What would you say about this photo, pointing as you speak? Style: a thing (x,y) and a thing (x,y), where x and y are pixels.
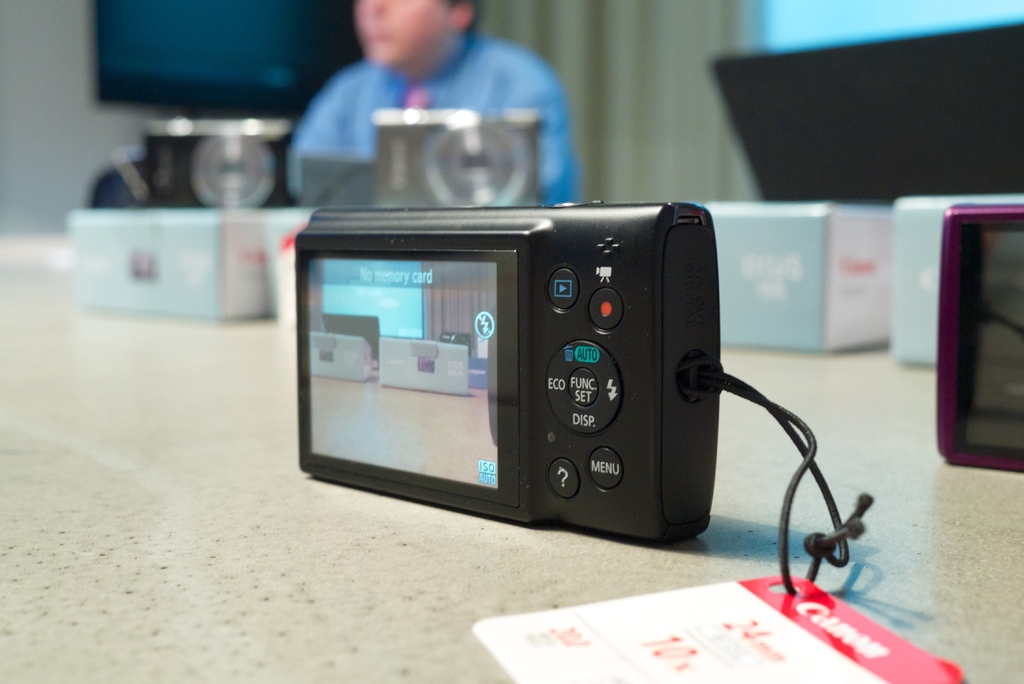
In this image there is a table (288,339) with a camera (376,286) and some other objects (530,175), at the back (374,74) there is a person (373,45) sitting and there is a TV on the wall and curtain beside that.
